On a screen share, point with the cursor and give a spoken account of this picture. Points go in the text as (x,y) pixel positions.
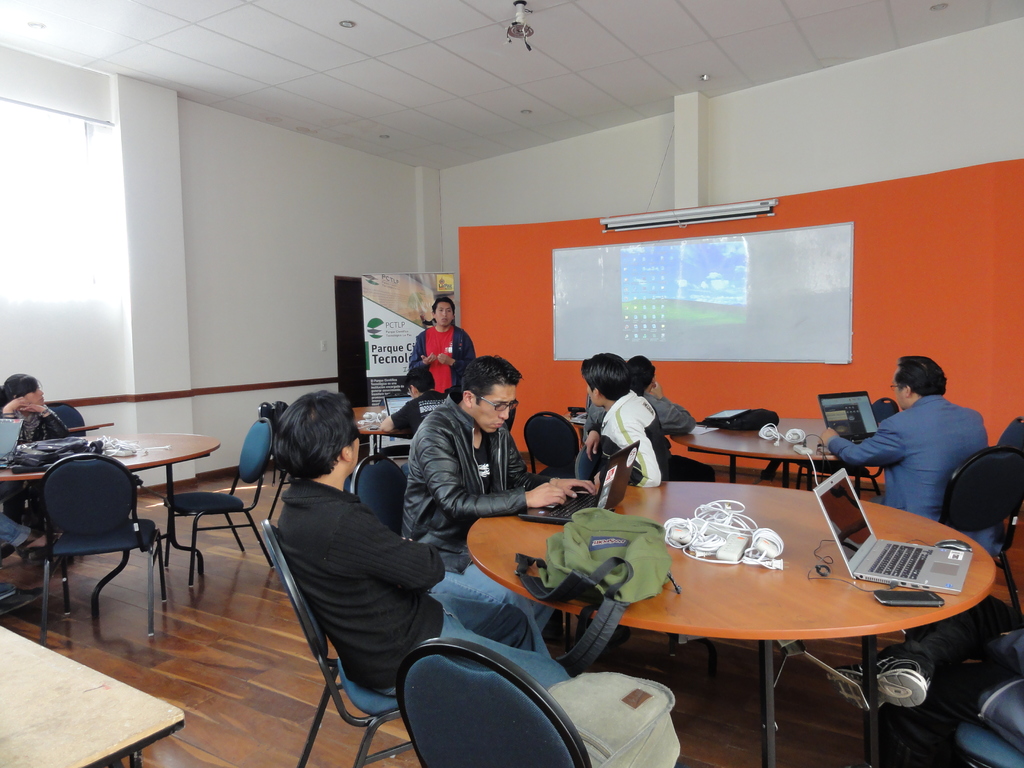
Group of people (914,423) sitting on the chair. This person (454,333) standing. On the background (443,191) we can see wall (814,145), screen (680,266). light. This is floor (240,692). We can see chairs (498,735) and tables (774,608). On the table (736,579) we can see laptop (924,587), bag (611,584), cable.
